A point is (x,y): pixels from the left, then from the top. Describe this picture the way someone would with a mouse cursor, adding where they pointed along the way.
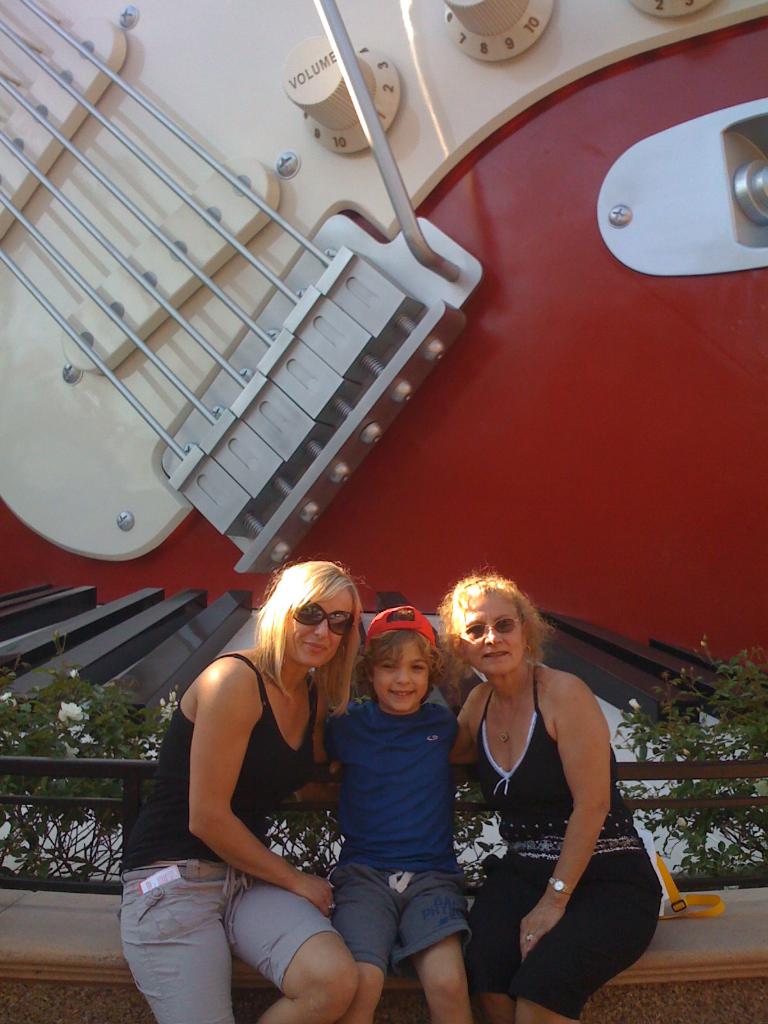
In this image, we can see some people (461,970) sitting, in the background (336,123) we can see a music instrument strings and some volume buttons (399,86).
